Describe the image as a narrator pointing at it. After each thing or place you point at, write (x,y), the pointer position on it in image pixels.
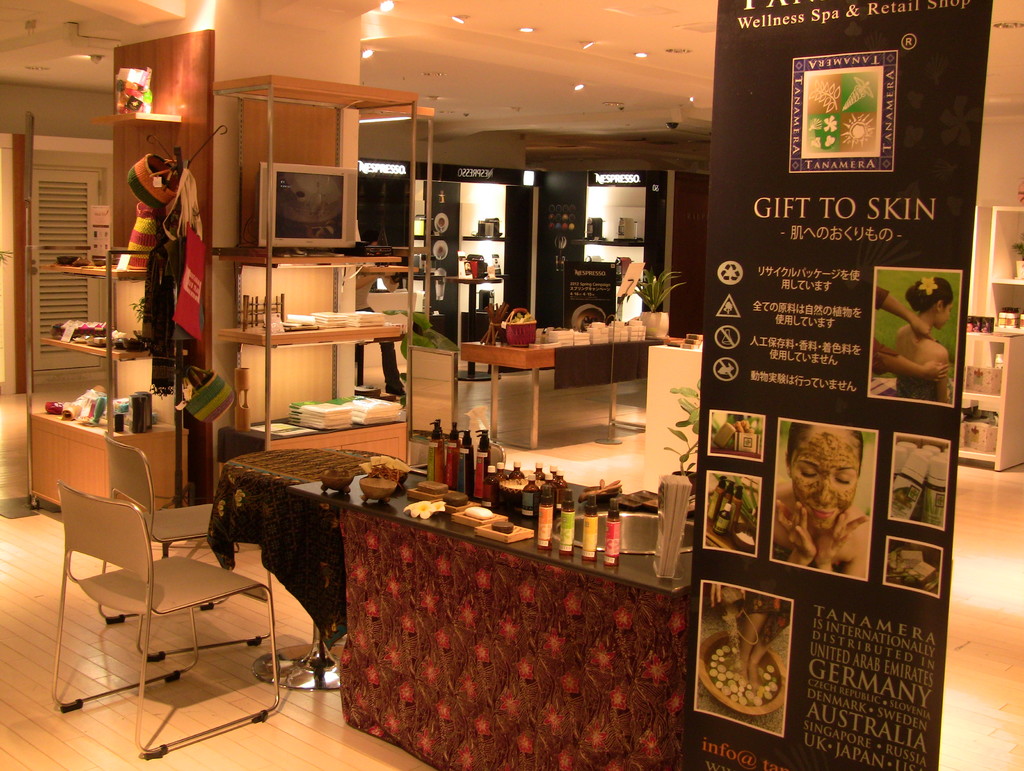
This image consists of a hall (138,285). It looks like a beauty parlor (643,283). In which we can see many cosmetics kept on the desk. And there are two chairs (145,558) in the front (139,583). At the bottom (288,760), there is a floor (292,728). In the middle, there is a TV (273,239). At the top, there are lights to the roof (434,92). On the left (60,307), there is a door (46,319).
